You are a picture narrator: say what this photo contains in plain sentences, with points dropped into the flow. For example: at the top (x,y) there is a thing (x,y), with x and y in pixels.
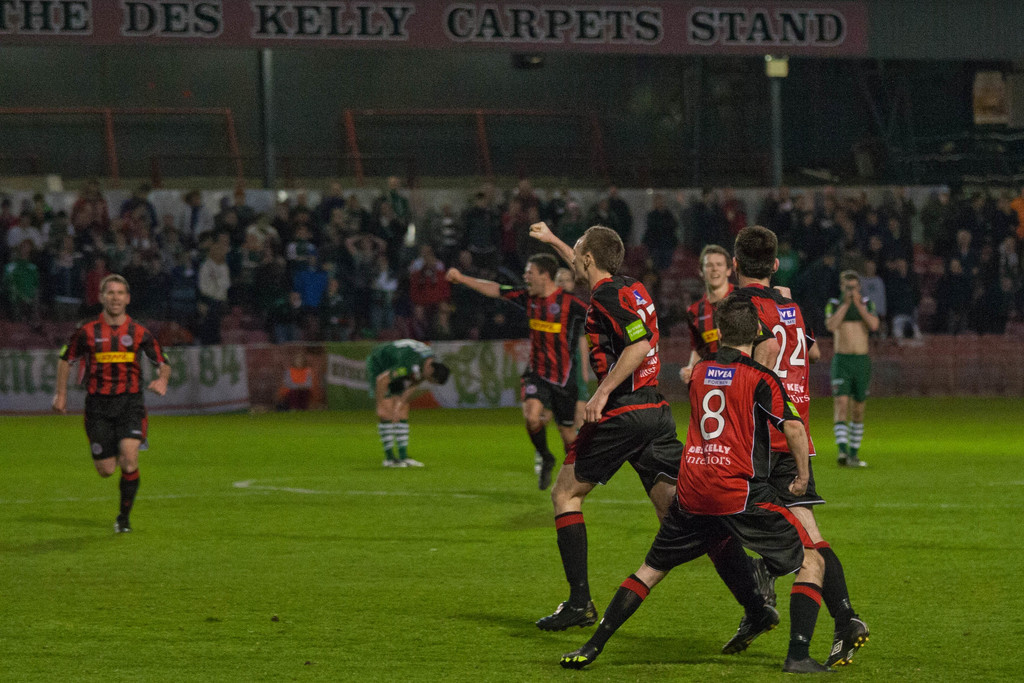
This picture might be taken in a stadium (871,298), in this picture in the center (539,412) there are some people (749,348) who are walking and some of them are screaming. In the background (444,300) there are some people (519,233) who are standing, and there is a board (343,362). At the bottom (363,574) there is grass (872,580) and on the top of the image (69,109) there are some poles (268,51) and boards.
